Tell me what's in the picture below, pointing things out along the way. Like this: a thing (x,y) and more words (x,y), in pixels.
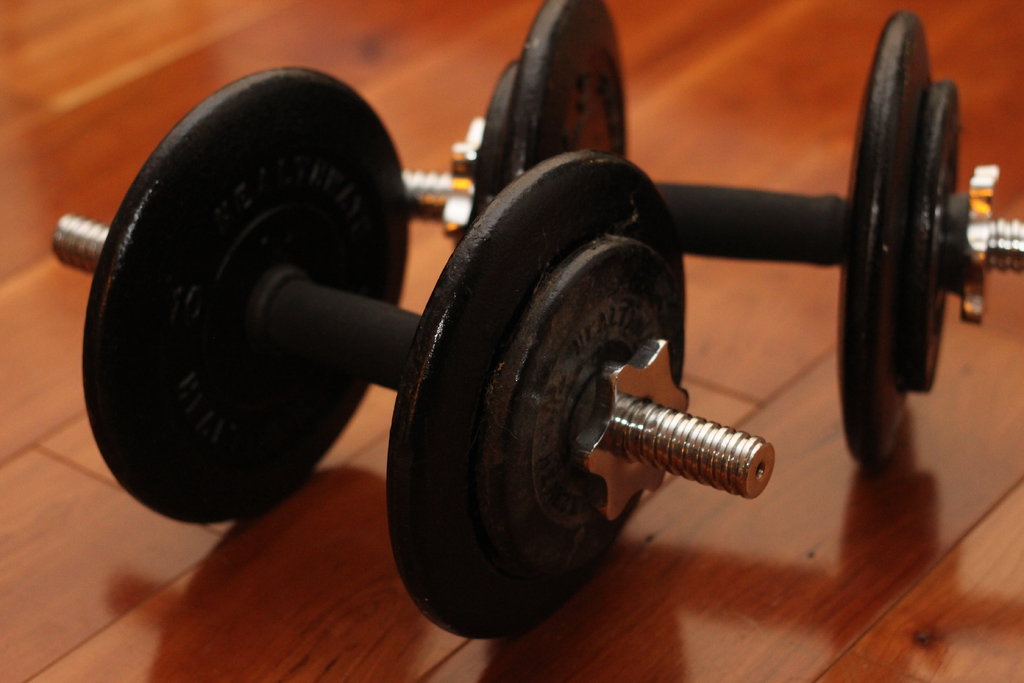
In this image we can see a pair of dumbbells (621,318) on the floor (218,32).
